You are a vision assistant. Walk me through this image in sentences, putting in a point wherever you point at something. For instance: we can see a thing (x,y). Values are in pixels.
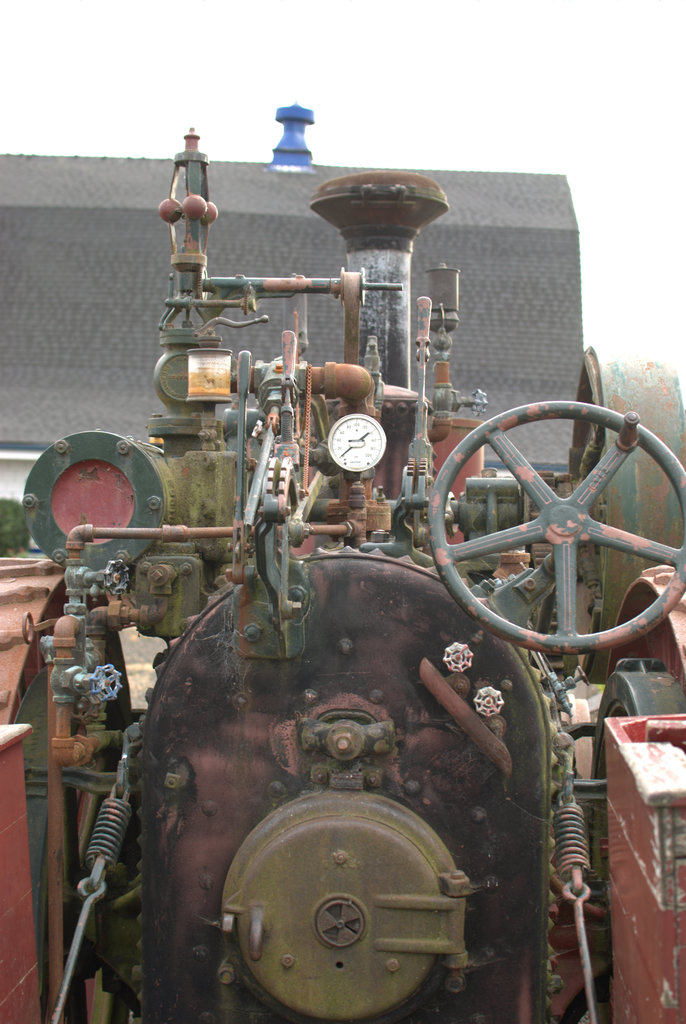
In this picture I can see the engine (503,497) of a tractor (550,884). In the back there is a shed (36,341), beside that I can see the plants (14,523) and trees (3,531). At the top (562,95) there is a sky (533,98). On the right (683,507) I can see the steering (531,485) and speedometer (378,455).
